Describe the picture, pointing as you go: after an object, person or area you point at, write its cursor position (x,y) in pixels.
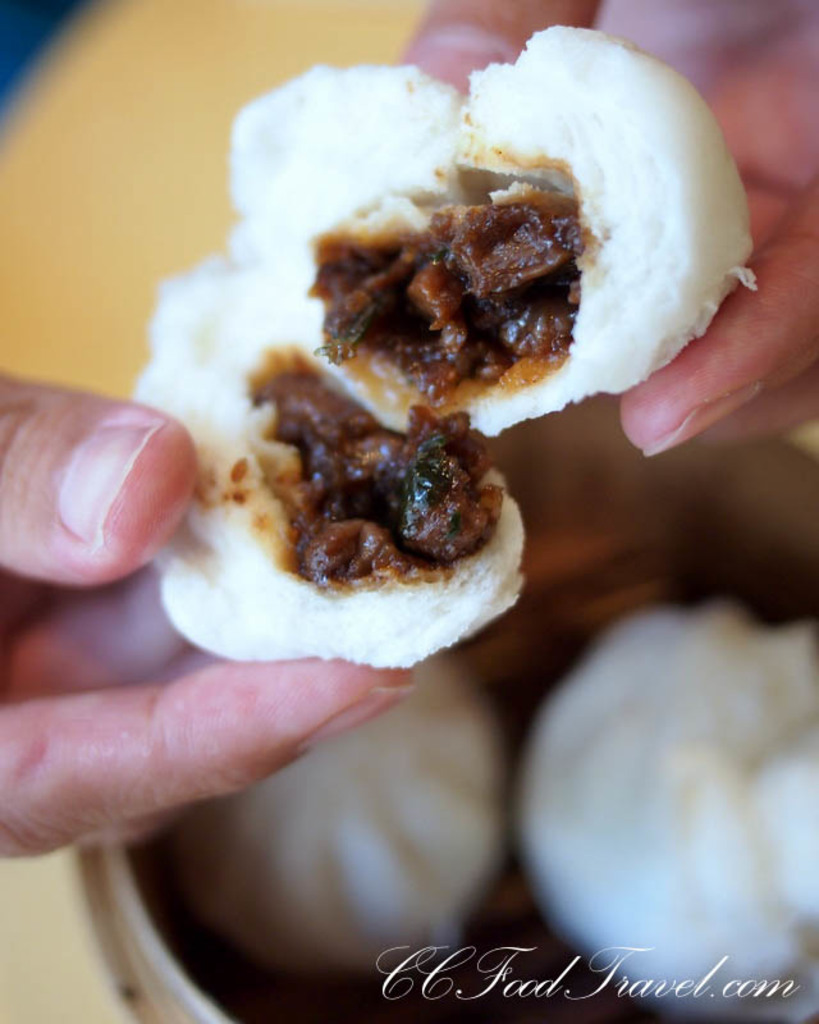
In this picture I can see the person's hand (115,728) who is holding a food item (393,400). At the bottom (562,884) I can see the white food (627,850) in a bowl (609,559). This bowl (646,535) is kept on the table (74,985). In the bottom right corner (553,1001) there is a watermark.
